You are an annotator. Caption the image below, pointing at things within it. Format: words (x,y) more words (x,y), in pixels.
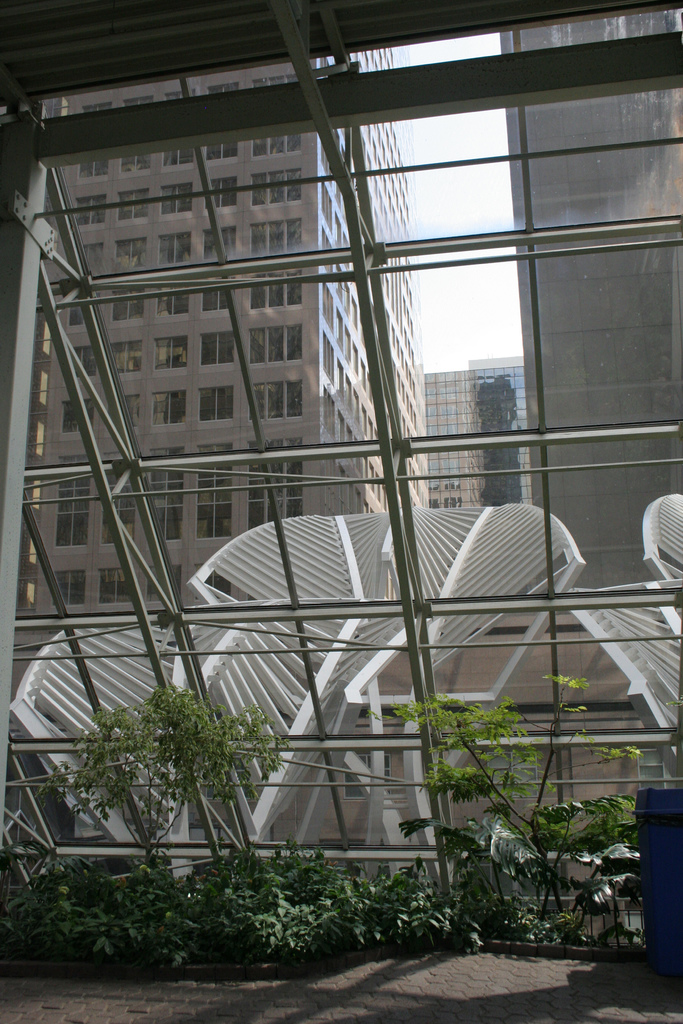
In this image I can see few buildings (330,396), number of windows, shadows (116,985) and few plants (570,835) over here.
